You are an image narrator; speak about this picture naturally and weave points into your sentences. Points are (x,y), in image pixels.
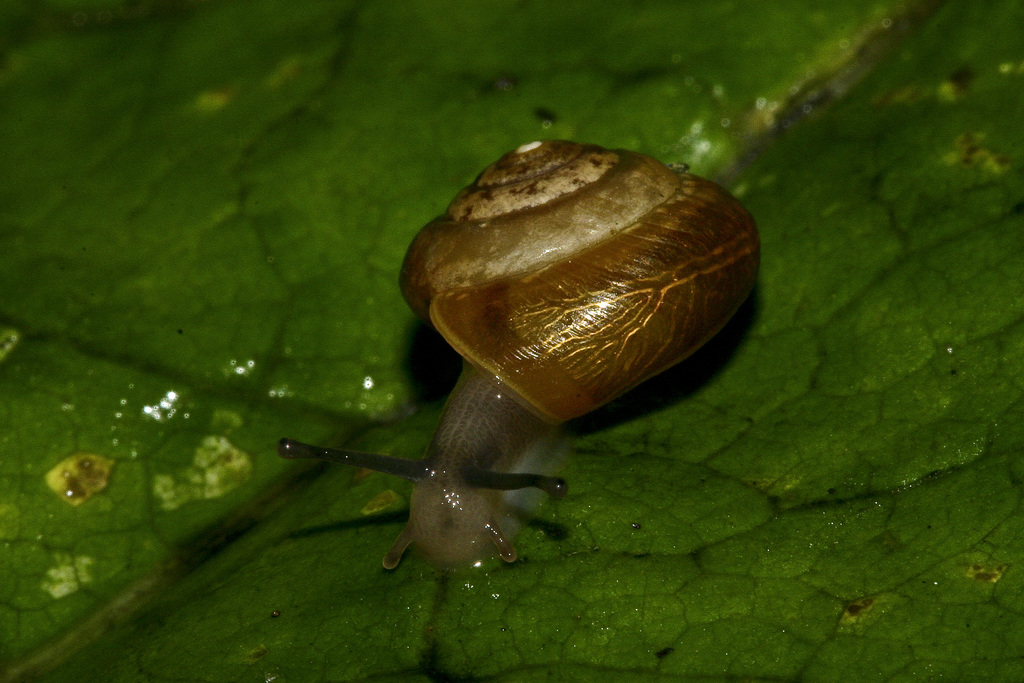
In this image I see a snail (554,263) over here which is on the green color thing (397,279).
